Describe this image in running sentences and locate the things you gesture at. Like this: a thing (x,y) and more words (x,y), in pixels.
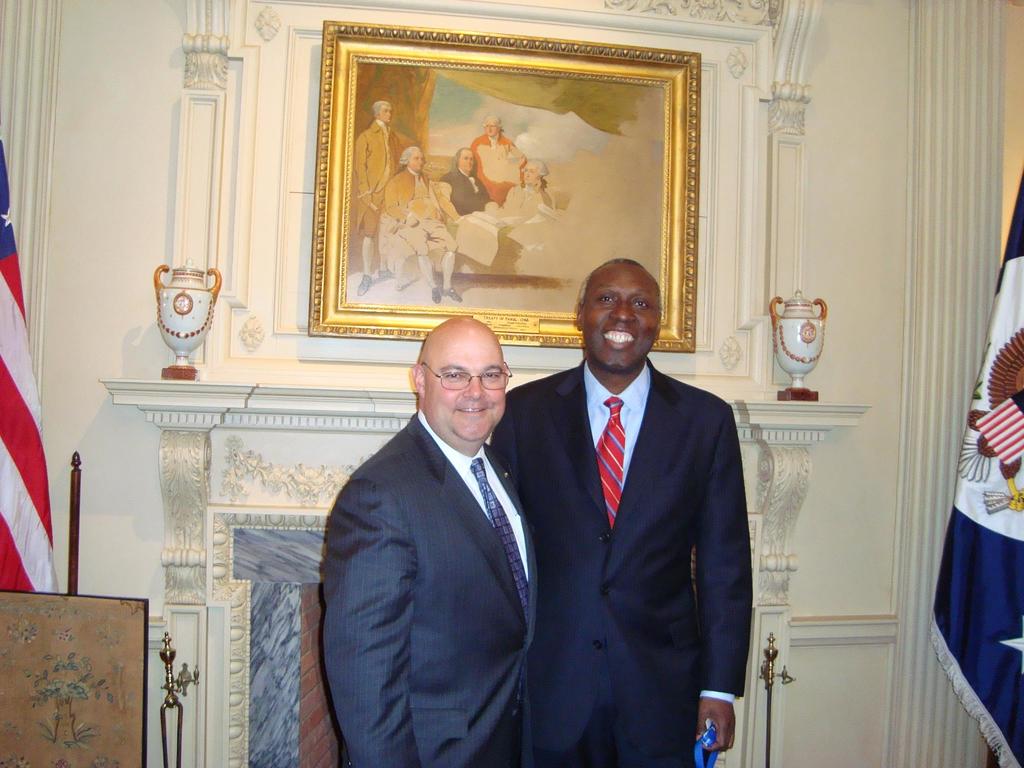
This picture shows a couple of men (650,451) standing and we see a photo frame (346,193) on the wall (88,462) and we see flags (1009,648) and a man (450,400) wore spectacles (439,375) on his face (469,388) both of them wore coats (400,542) and ties (611,399).
